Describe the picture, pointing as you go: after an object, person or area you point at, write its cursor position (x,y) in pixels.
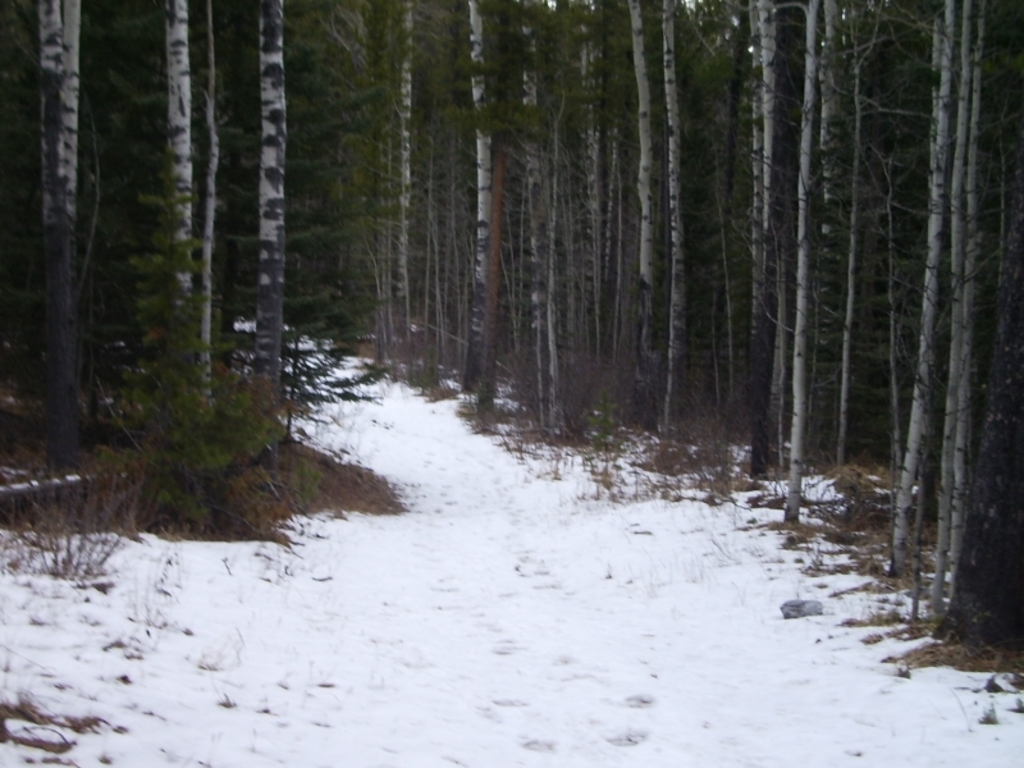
In this image the land (286,569) is covered with snow (457,624), in the background (473,217) there are trees (591,233).
